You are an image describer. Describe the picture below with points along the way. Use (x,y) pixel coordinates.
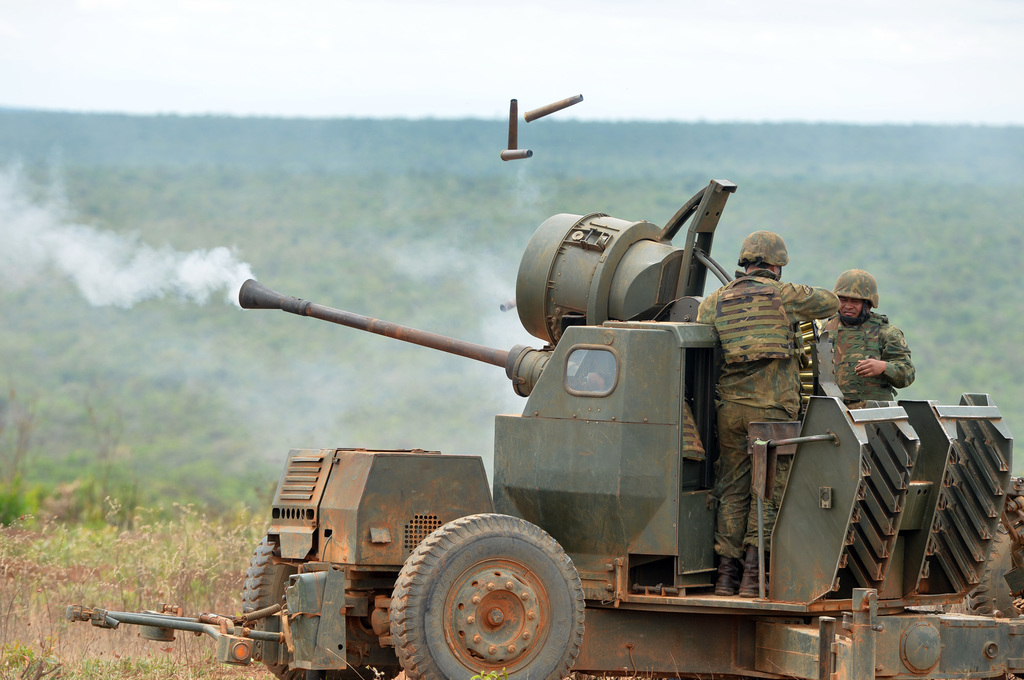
In this picture we can see a military anti-aircraft gun (616,491) in the middle of the image (574,421) with two military soldiers (792,356) standing on the top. Behind we can see the blur background (149,220) with some trees (273,223).
